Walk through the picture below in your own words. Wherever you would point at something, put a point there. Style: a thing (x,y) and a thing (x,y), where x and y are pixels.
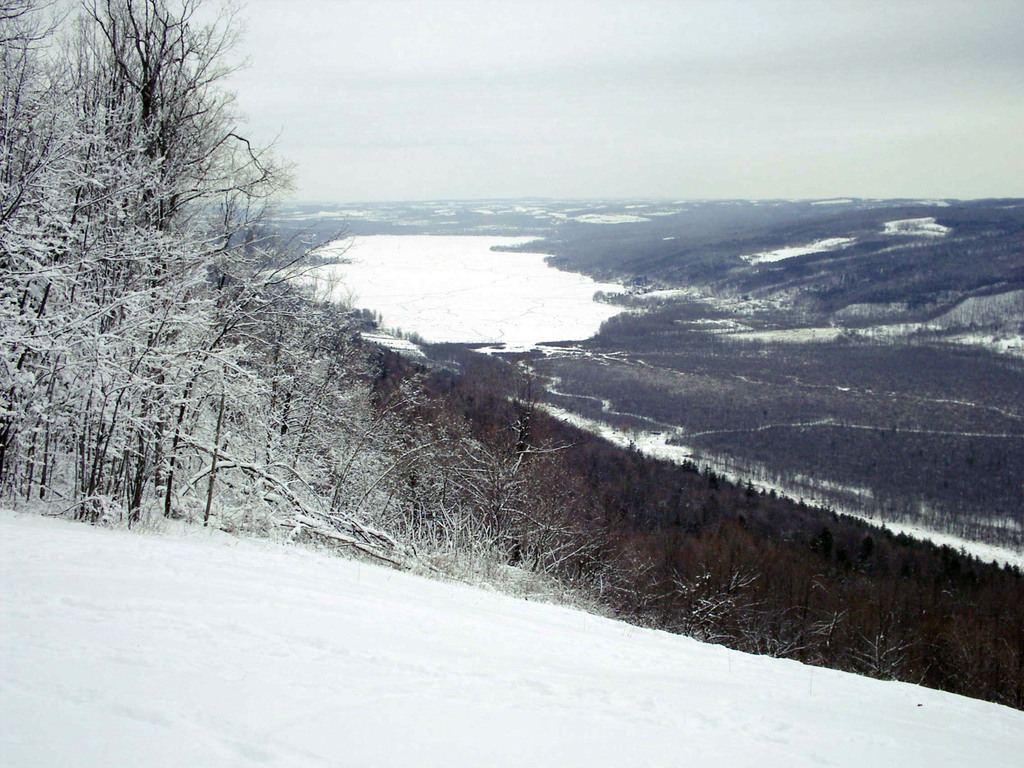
In this image we can see the trees (284,355) which are fully covered with the snow (199,394). At the top (416,148) there is sky (585,103) and at the bottom (340,637) there is snow (528,693).
